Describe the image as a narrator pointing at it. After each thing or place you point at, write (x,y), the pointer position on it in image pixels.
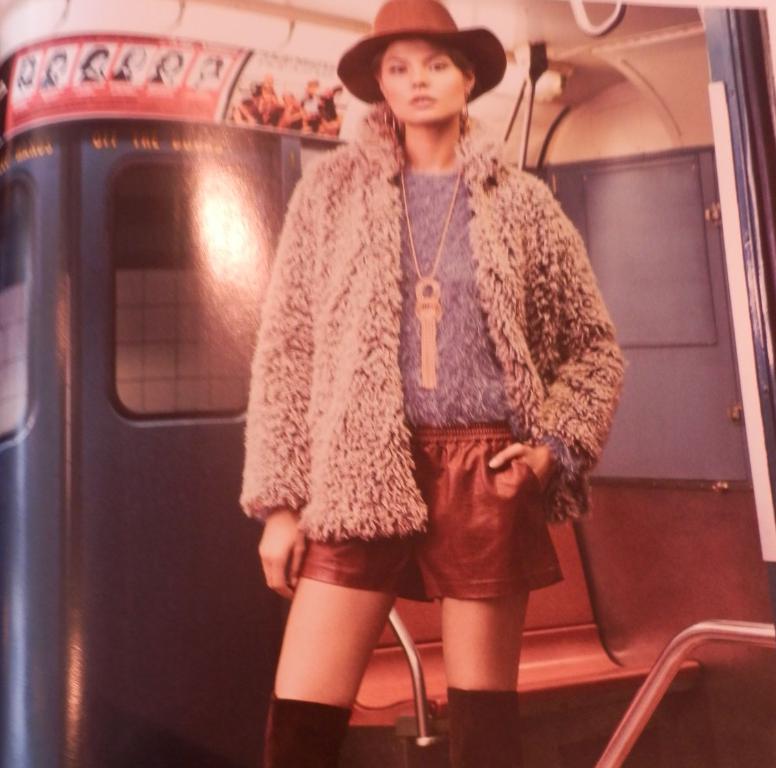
In this image there is a woman (378,134) wearing jacket (537,380) and a hat (383,40). She is standing before a chair (564,637). Behind there is a metal wall (619,200). Left side (143,706) there is a door (137,317). Right bottom there is a metal handrail (650,691).
